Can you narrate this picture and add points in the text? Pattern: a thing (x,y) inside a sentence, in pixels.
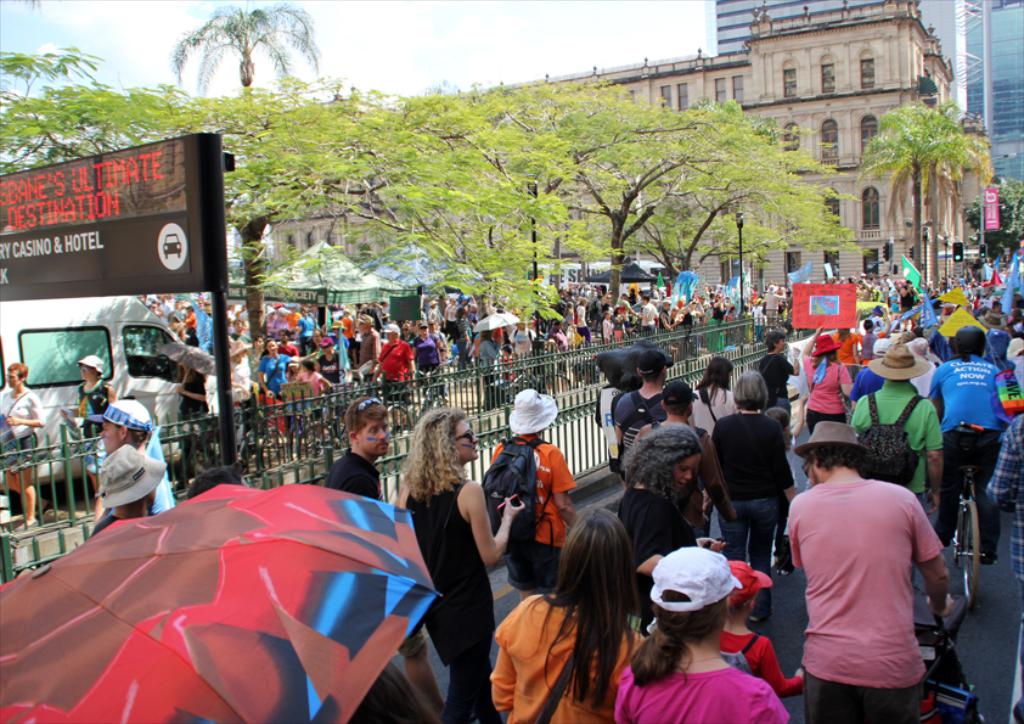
In this picture we can see some people (382,445) standing and a person (965,453) is riding a bicycle (968,491) on the path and in between the people (772,484) there is a fence (294,463) and a pole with a board (122,260). Behind the people (195,316) there are stalls (307,274), trees (481,153), buildings (865,37) and a sky (391,44).
